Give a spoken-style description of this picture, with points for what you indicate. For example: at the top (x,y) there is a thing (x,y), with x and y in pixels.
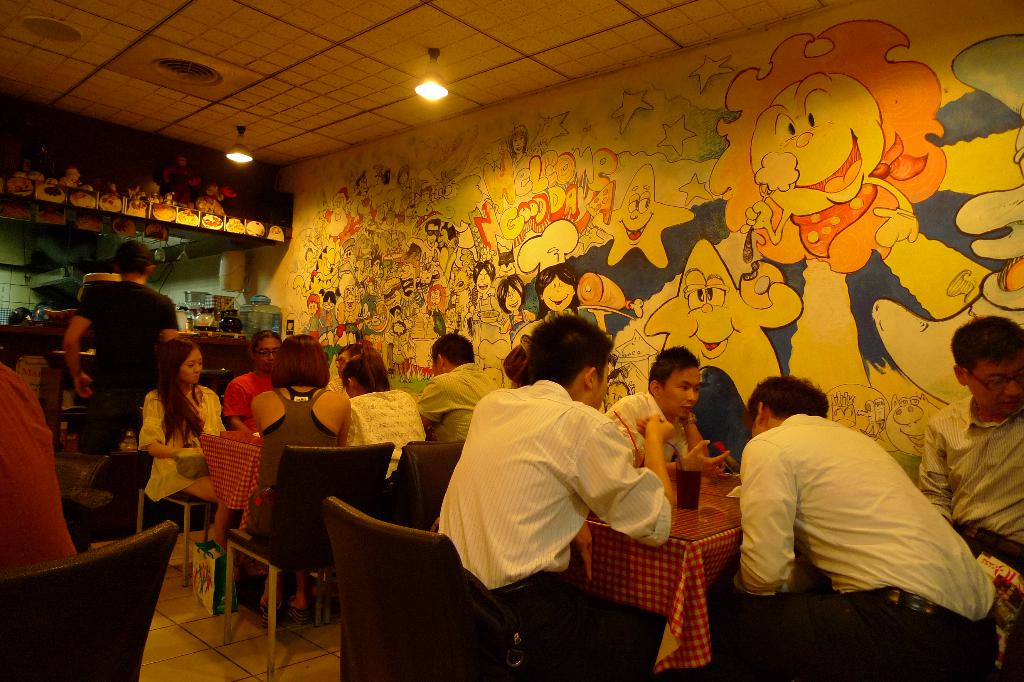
In the image we can see there are lot of people (632,400) who are sitting on chair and there is a person (118,325) standing near the kitchen (49,301).
